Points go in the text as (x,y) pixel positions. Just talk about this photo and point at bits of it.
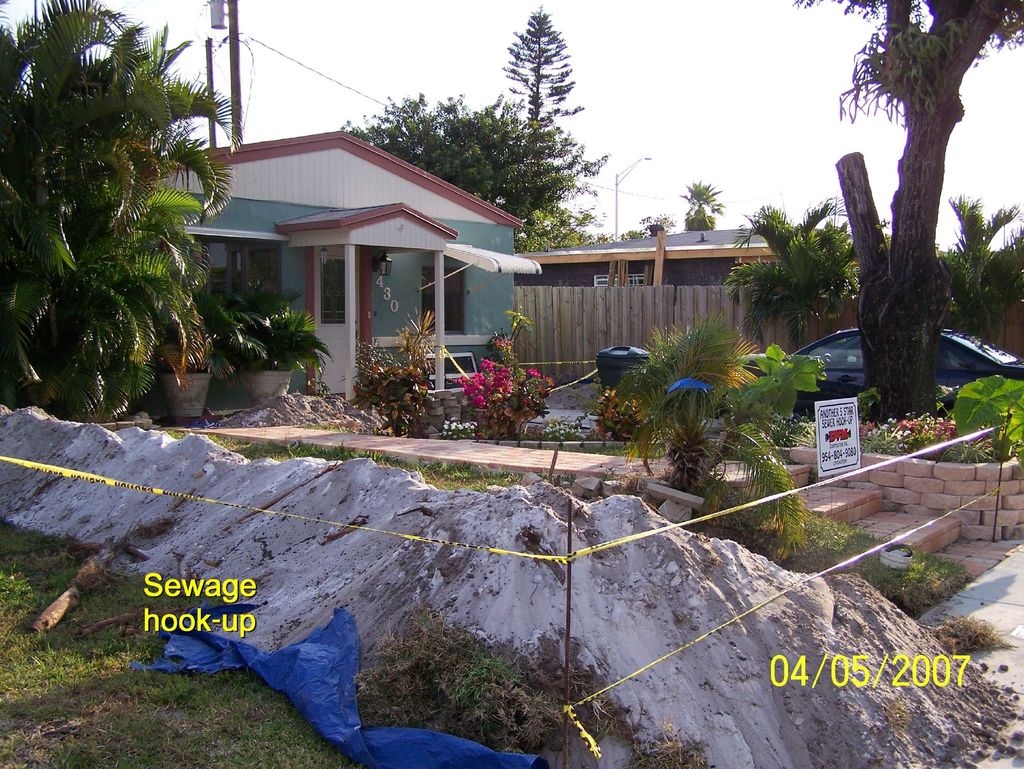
At the bottom of the picture (265,549), we see the heaps (368,551) of sand. Beside that, we see the grass (188,687) and a sheet (293,685) in blue color. We see the barrier poles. On the right side (815,464), we see a car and a staircase (831,498). Beside that, we see shrubs (862,415), plants (892,421) and trees (925,409). We see plants (636,403) which have flowers (869,421) and these flowers (902,442) are in white, red, orange and pink color. On the left side (186,208), we see the plants (161,341) and trees (114,293). We see a building (303,234). There are trees (455,159) and a building (681,261) in the background (667,255). We even see the electric pole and a street light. At the top (706,111), we see the sky (686,98).
